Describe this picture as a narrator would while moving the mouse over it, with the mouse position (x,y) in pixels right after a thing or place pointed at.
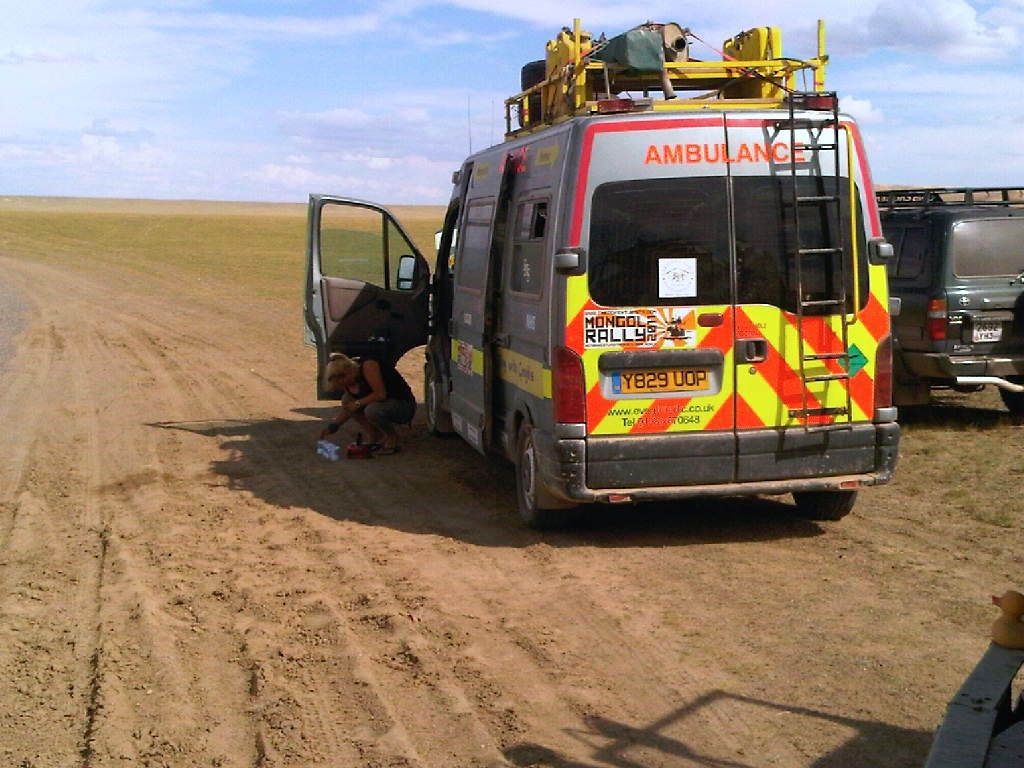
In this image we can see a ambulance (549,281). To the right side of the image (947,205) there is a vehicle (922,199). At the bottom of the image (583,641) there is grass (933,547) and sand (164,418). At the top of the image (298,87) there is sky (386,53) and clouds (914,9). There is a lady (329,373).
